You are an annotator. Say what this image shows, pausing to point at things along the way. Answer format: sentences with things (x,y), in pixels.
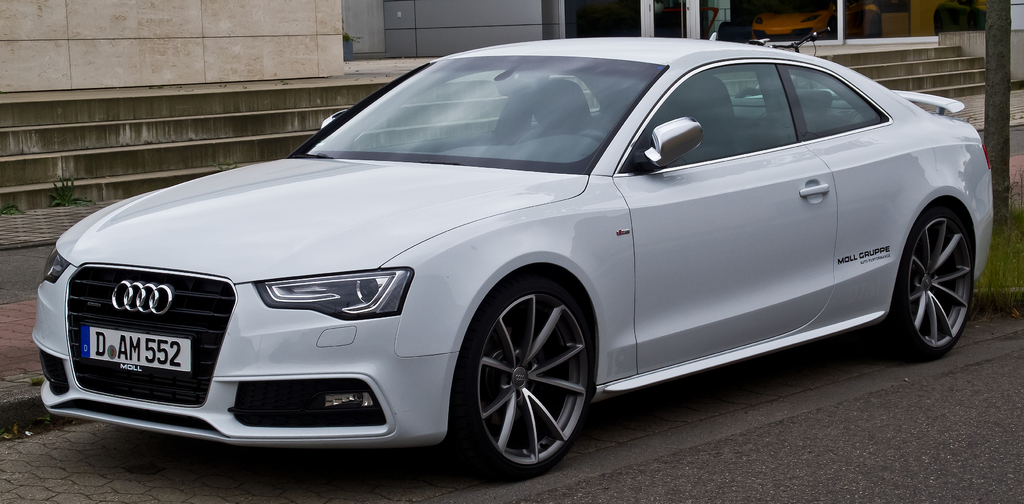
In this image, we can see a car (659,363) on the road (698,392) and in the background (283,48), there is a building (688,30) and we can see stairs (966,72) and a bicycle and there is a pole (998,68).
